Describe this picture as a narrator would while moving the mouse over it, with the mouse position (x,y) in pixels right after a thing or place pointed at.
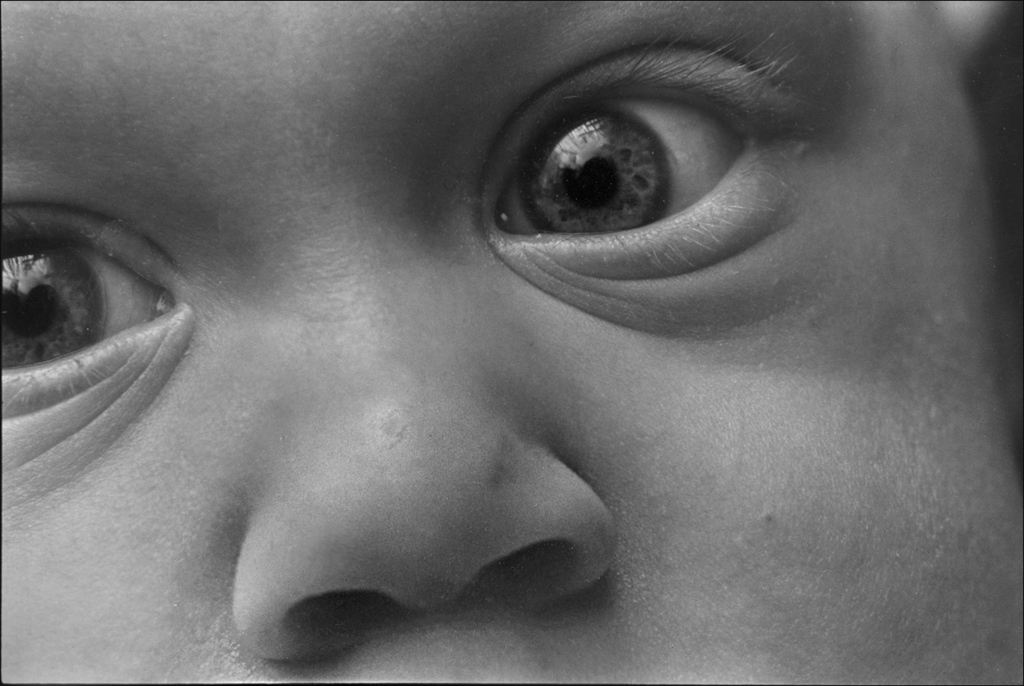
In this image we can see the face (381,278) of a human (543,158) included with eyes (94,373) and nose (578,505).
